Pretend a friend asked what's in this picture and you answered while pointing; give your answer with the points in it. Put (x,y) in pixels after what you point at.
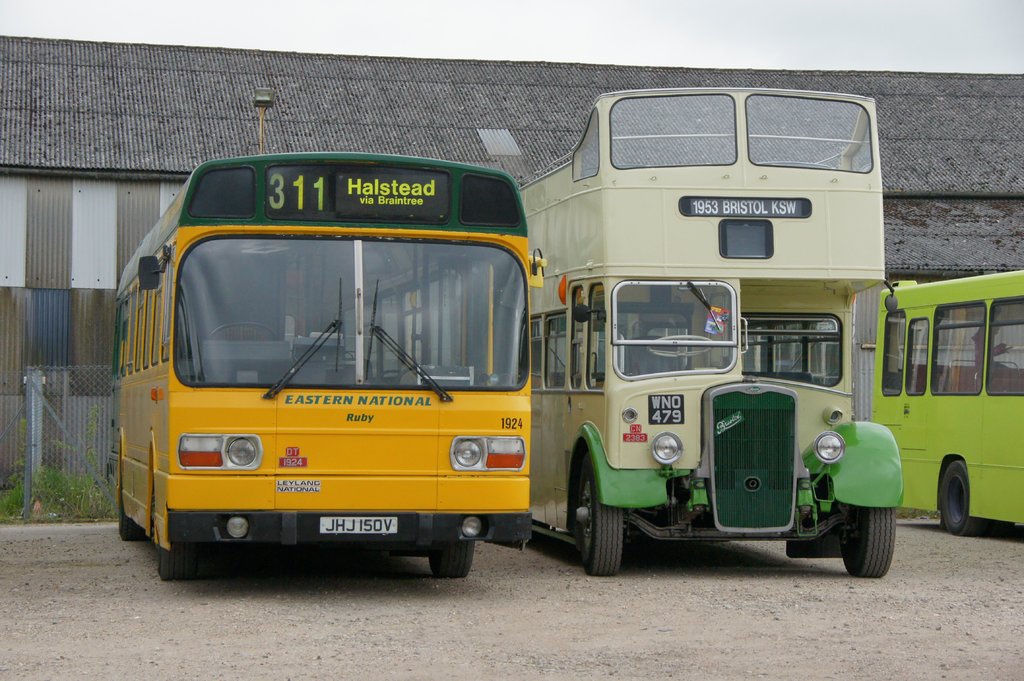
In this picture I can see vehicles (327,436), there is fence (78,435), there are plants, there is a shed (244,75), and in the background (447,19) there is the sky (628,59).
